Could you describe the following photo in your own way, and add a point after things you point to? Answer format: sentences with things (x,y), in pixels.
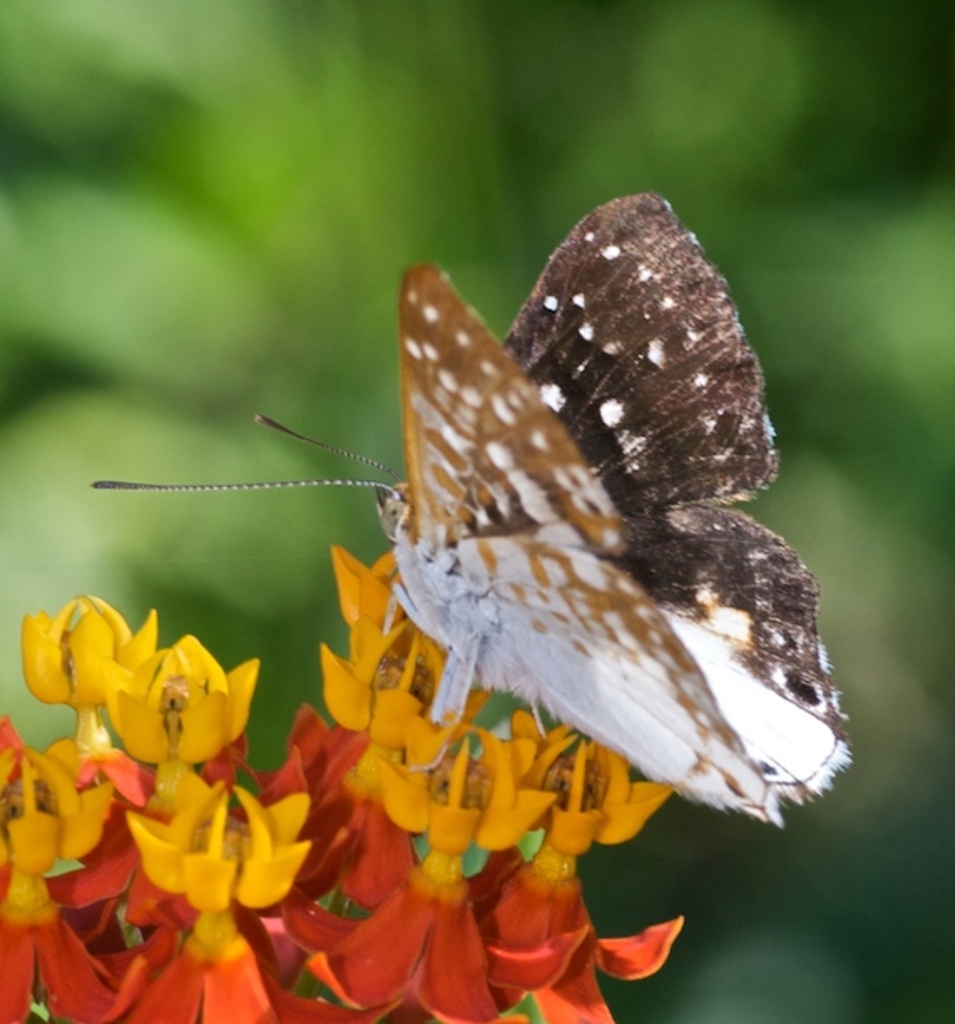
In this picture there is a butterfly (518,464) sitting on the flower (478,768). At the bottom (490,768) there is a flower (465,919). In the background (323,435) we can see the green plants (374,246).
